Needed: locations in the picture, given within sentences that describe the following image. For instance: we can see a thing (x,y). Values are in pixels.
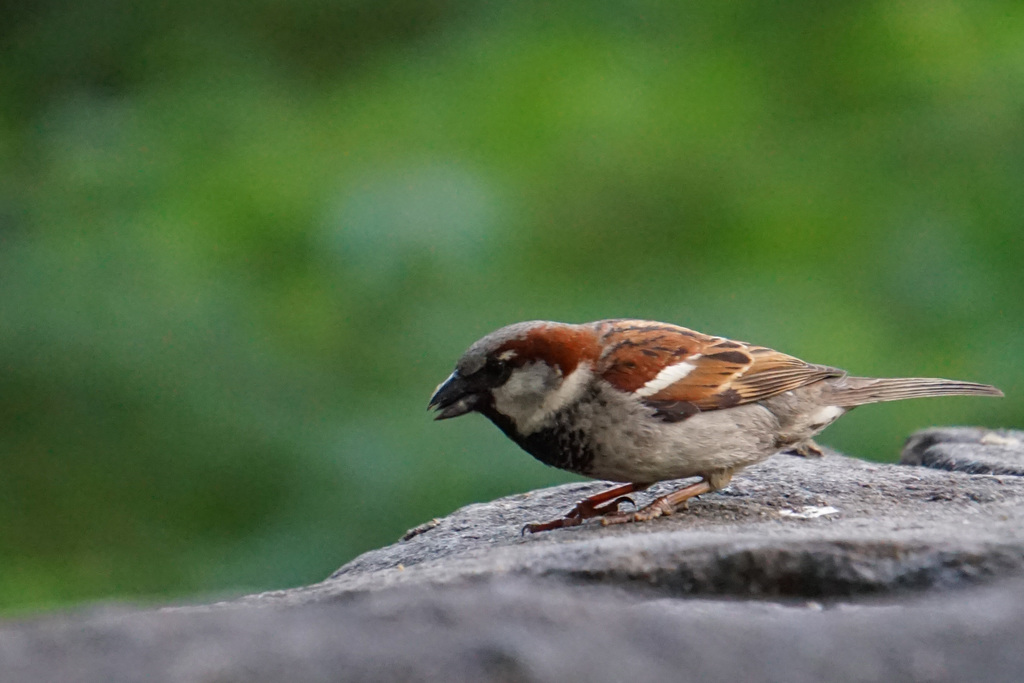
In this image we can see a bird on an object (664,541), which looks like a rock (734,537) and the background (607,216) is blurred.
